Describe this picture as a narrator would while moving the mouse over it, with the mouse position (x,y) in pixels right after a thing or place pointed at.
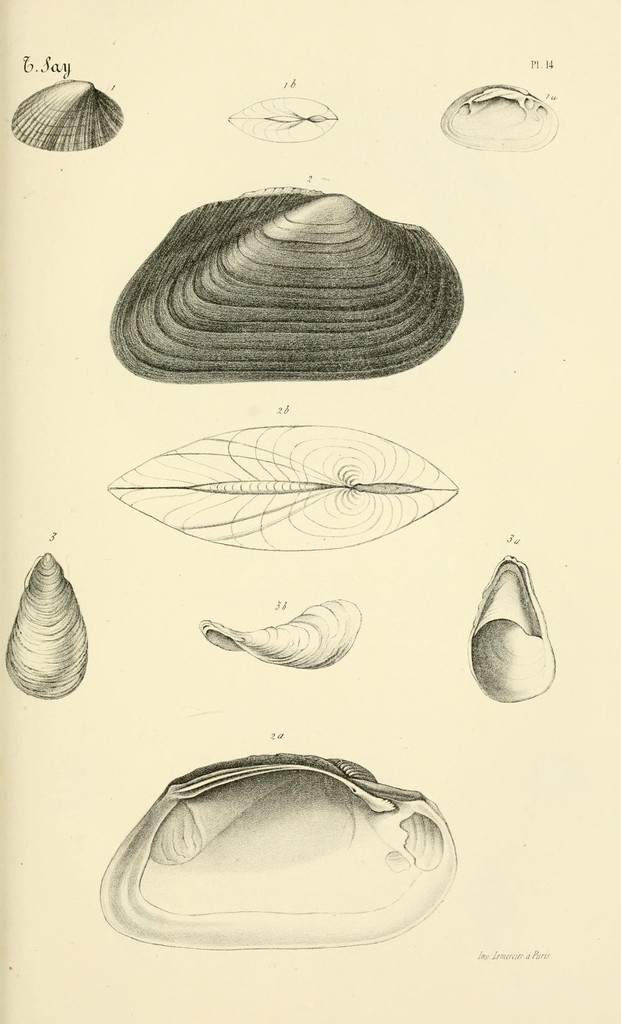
This picture is a painting on the paper (603,919). In this image, we can see a painting of the shell (395,509) and some other shells (228,860) on the paper (294,525).
